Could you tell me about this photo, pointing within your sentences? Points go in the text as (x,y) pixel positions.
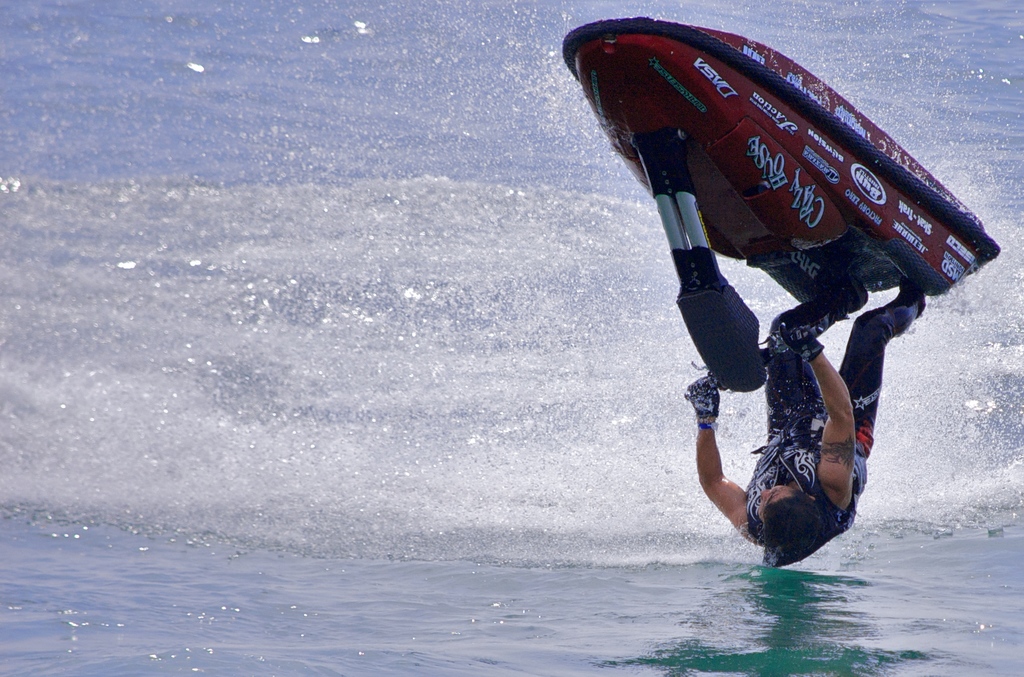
Here we can see a person (758,475) riding a jet ski (800,208) and this is water (306,527).
